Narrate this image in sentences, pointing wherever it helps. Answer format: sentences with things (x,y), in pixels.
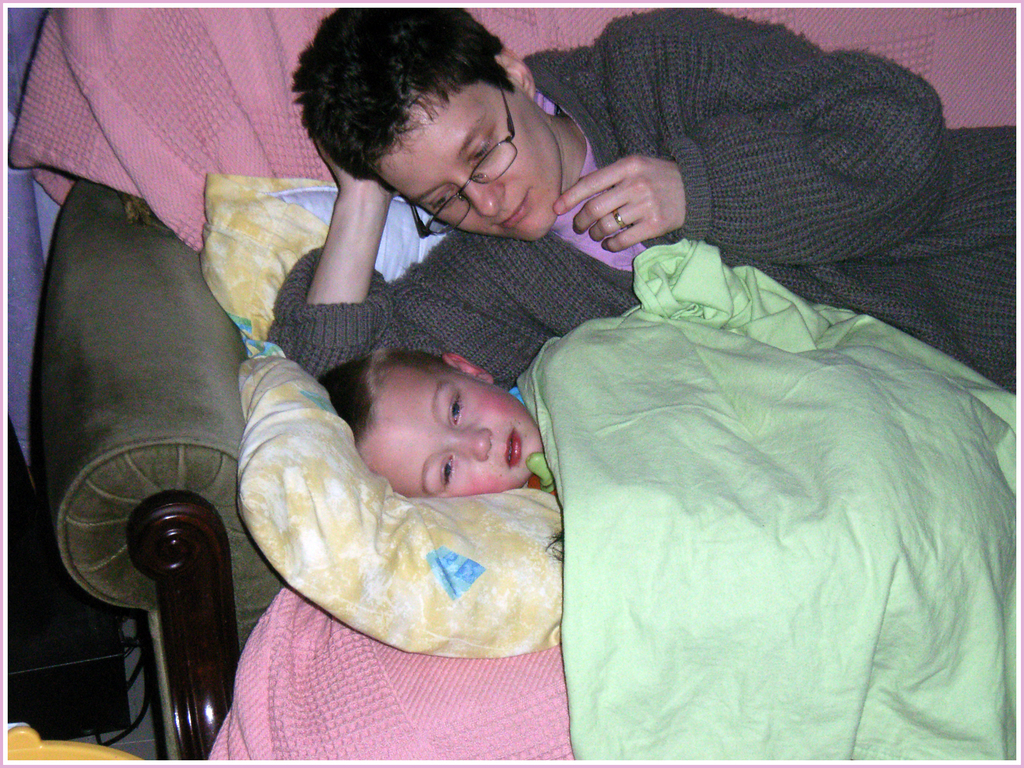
In the image there is a lady (626,138) with grey jacket (430,262) is lying. Under her elbow (292,299) there is a pillow (343,492). In front of her there is a kid (443,409) with a green blanket (650,369) on him. They are lying on the pink blanket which is on the sofa (172,695). To the bottom left corner of the image (108,695) there is a black box (74,632).
